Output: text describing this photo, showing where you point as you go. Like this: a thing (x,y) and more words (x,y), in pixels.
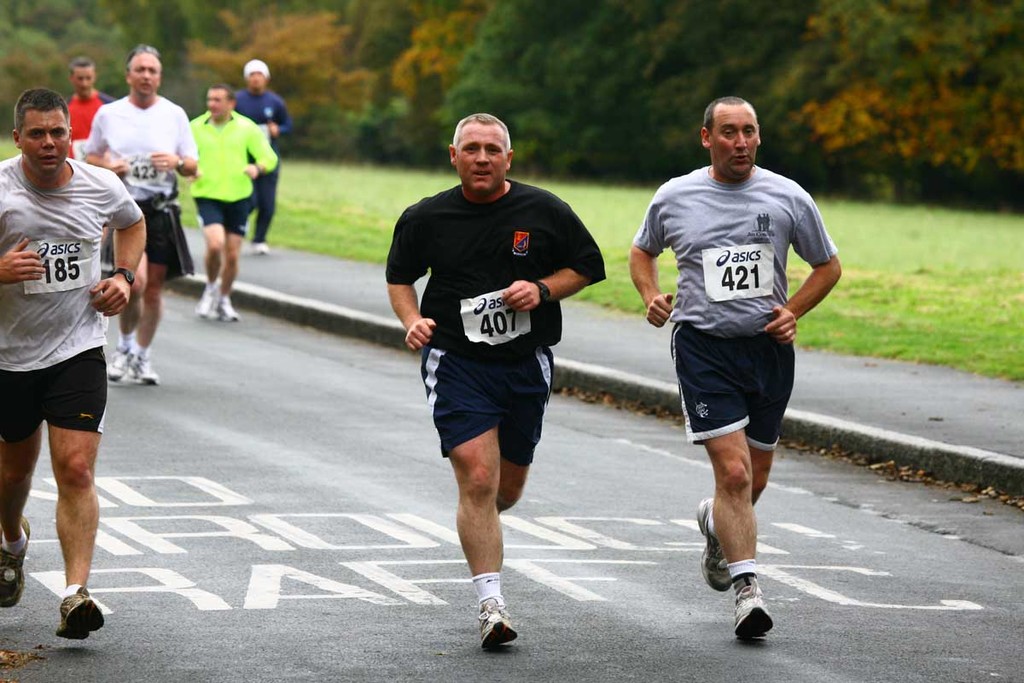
This is an outside view. Here I can see few men (149,177) wearing t-shirts (487,289), shorts (498,394) and running on the road (281,512). In the background (880,287), I can see the grass (873,252) on the ground (928,237) and many trees (309,52).
